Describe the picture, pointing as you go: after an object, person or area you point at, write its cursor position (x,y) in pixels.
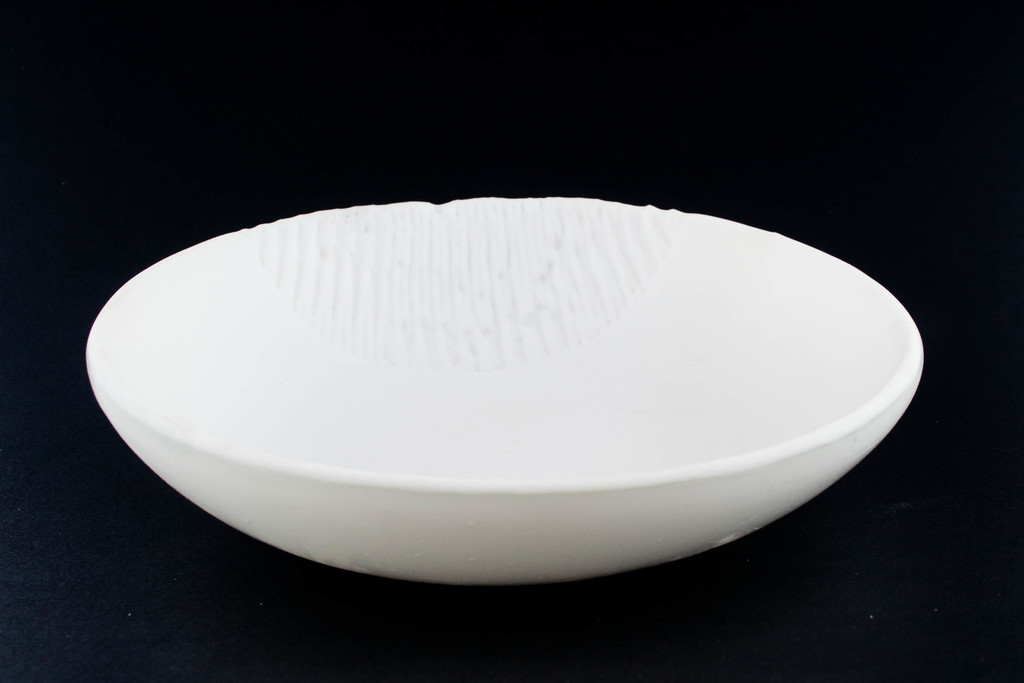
In the center of the image (589,326), we can see a bowl (309,359), which is in white color and the background (864,187) is dark.
